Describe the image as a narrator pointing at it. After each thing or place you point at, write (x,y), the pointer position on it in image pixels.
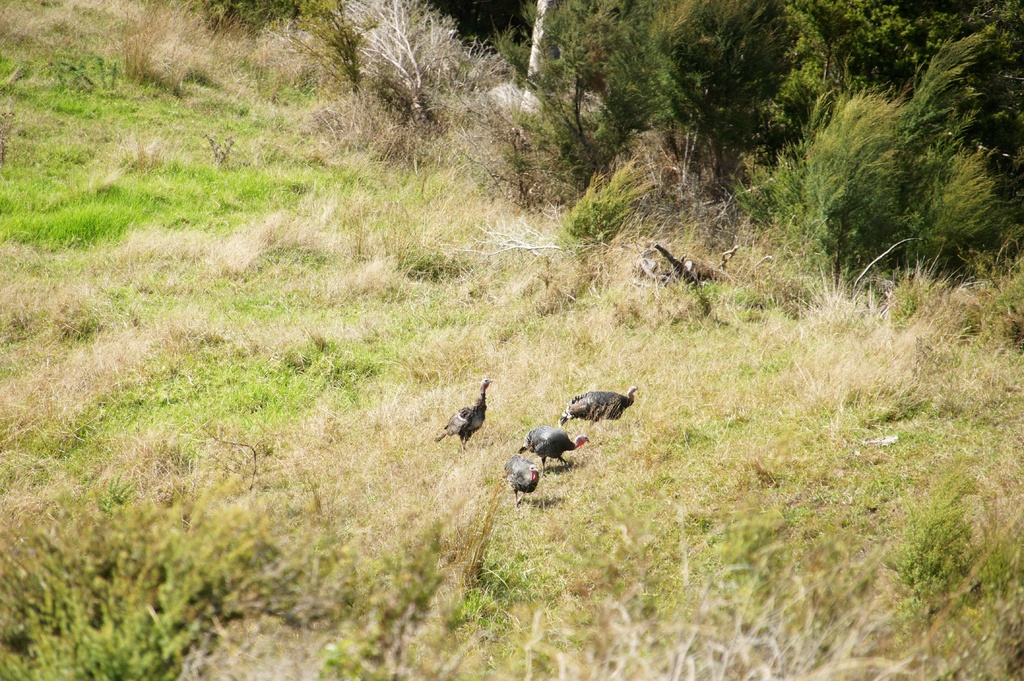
In the image there are few birds (538,450) walking on the grassland (357,453) and in the back (631,198) there are trees (680,111).
